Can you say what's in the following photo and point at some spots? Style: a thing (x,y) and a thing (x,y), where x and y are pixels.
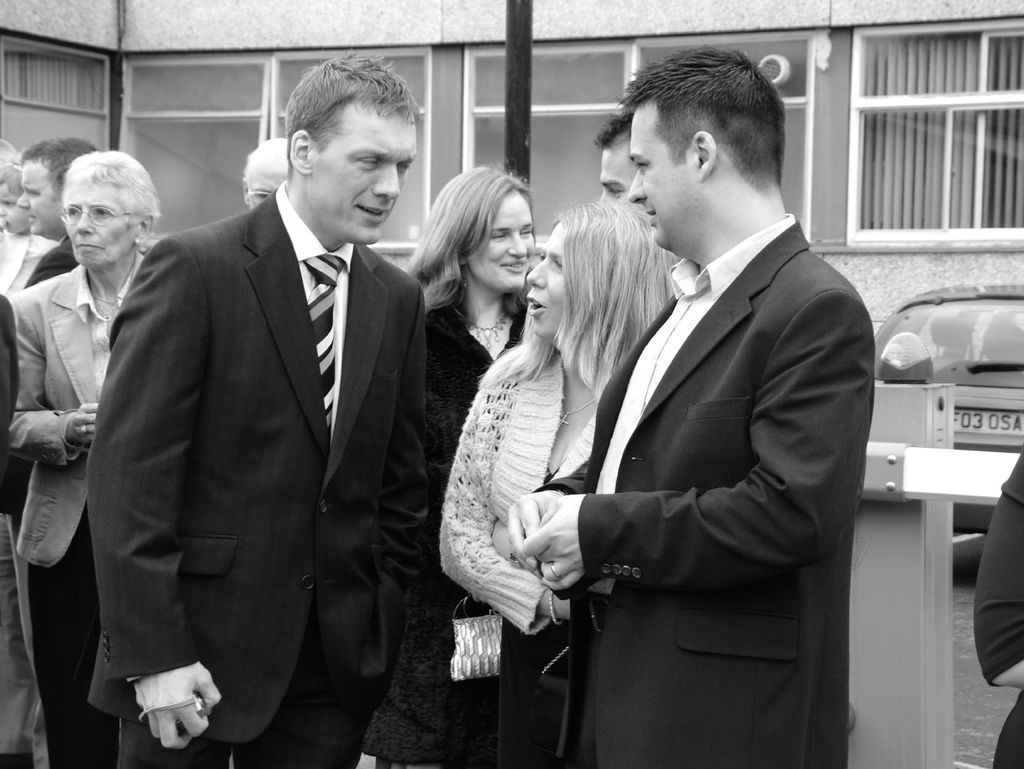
In this picture I can see few people (279,391) are standing and I can see man (188,689) holding a camera (204,706) in his hand (151,702) and I can see a building (444,113) in the back (512,137) and a pole (523,19) and I can see a car (974,436) parked.
